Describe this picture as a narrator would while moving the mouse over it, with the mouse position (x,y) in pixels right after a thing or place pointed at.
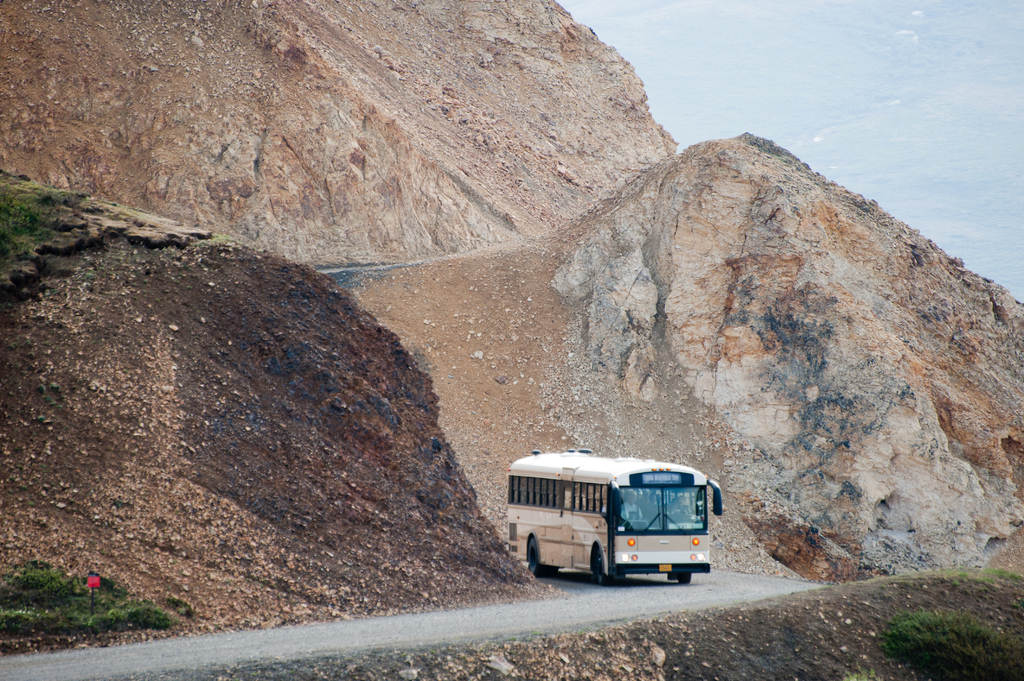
In this image, I can see a bus (654,558) on the road (429,636) and there are mountains (803,492). At the bottom left (117,605) and right side of the image (952,658), I can see the plants (940,625).
